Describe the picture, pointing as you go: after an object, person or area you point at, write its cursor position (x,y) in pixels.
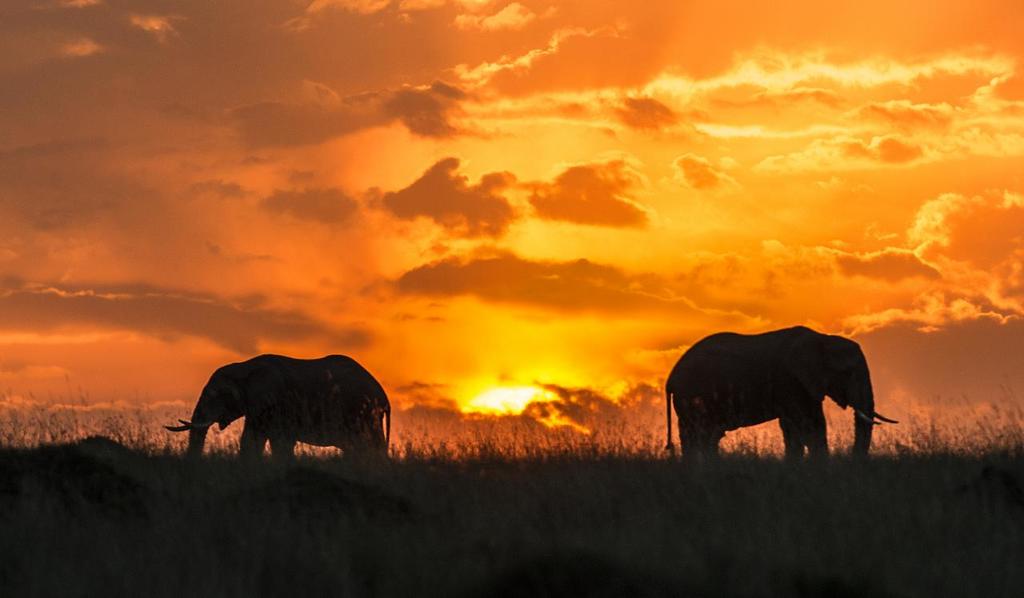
In this image we can see two elephants (726,334) on the ground (792,490). We can also see some grass (769,493), the sun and the sky (706,261) which looks cloudy.
